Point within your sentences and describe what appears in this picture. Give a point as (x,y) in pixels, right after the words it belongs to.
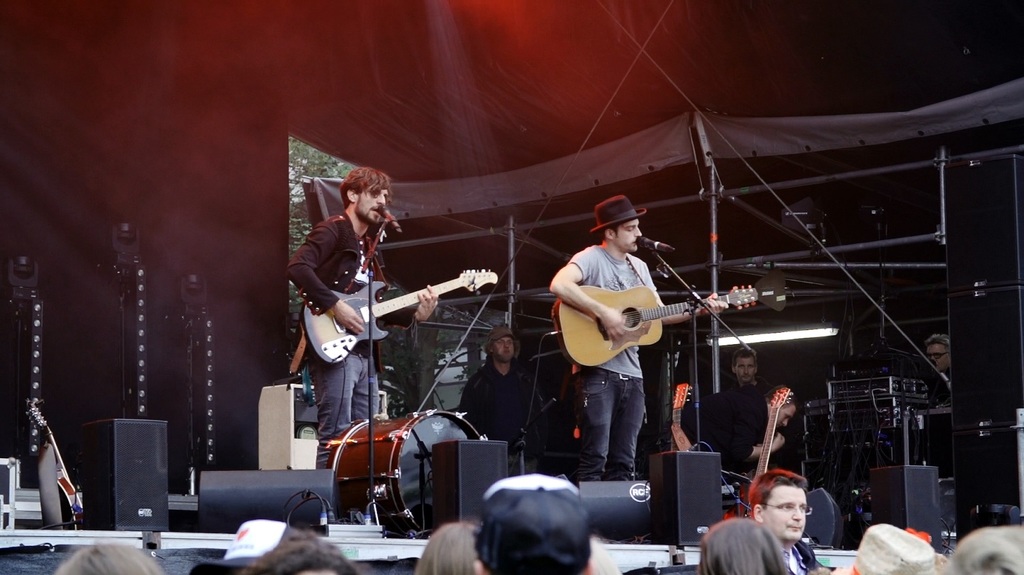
Two men (353,190) are singing with mic (664,247) in front of them and playing guitars (685,308). There are speakers (881,502) in front of them. There are few people (494,428) behind them on the stage (664,553). There is a tent (506,161) beside them. The people (757,493) are standing around the stage (642,552).
